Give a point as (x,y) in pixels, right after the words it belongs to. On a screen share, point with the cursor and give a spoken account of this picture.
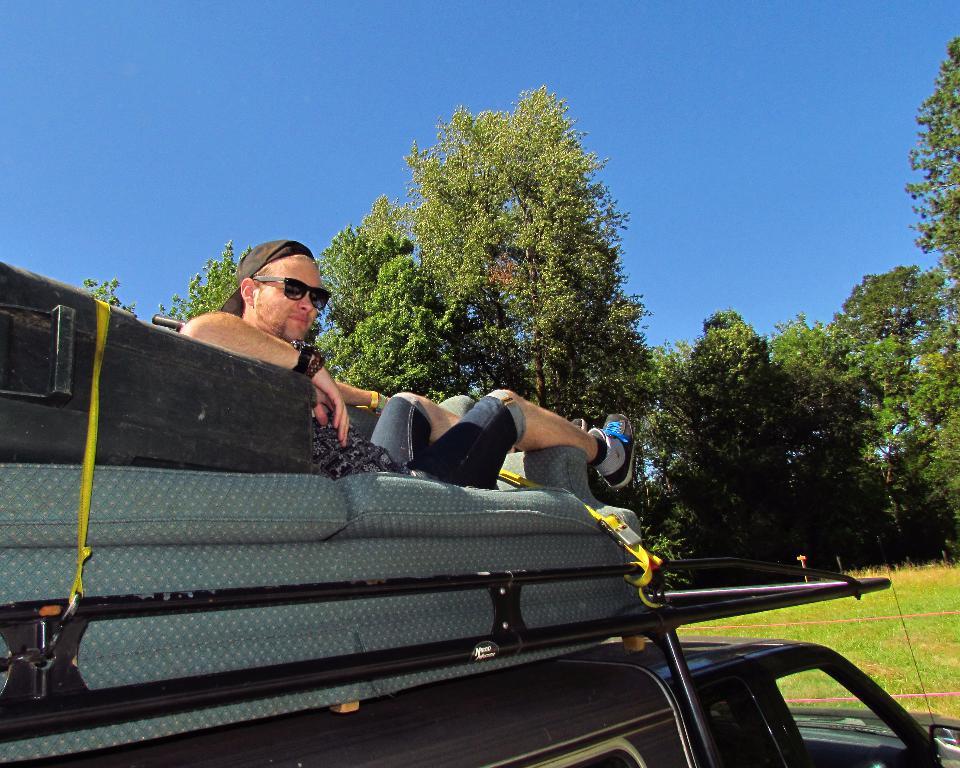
In this image I can see the person (357,395) sitting on the bed (214,542). To the left (111,383) I can see the black color box (175,380). The person (399,424) and the bed (283,543) are on the vehicle (460,690). The vehicle (650,710) is in black color. In the back (691,393) I can see many trees (467,148) and the blue sky (384,134).
